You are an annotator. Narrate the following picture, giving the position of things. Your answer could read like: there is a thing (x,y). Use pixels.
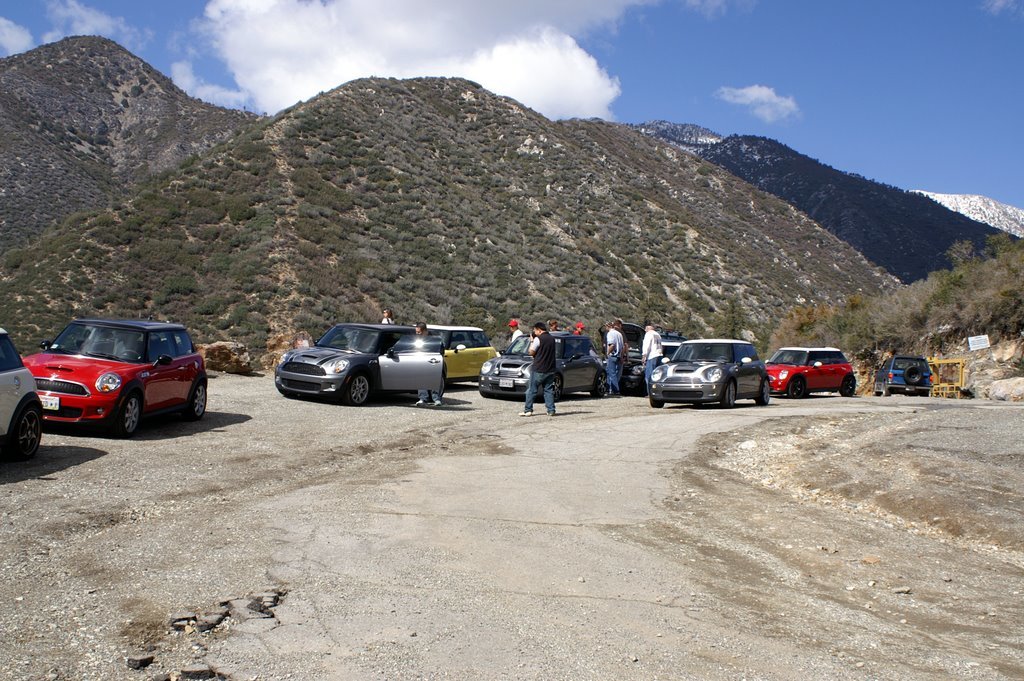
In this image we can see some cars (687,373) parked on the road (615,425). We can also see few people (651,336) standing. In the background (171,237) there are hills (543,209) and also mountains (991,212). Sky (847,71) is also visible with clouds (456,58).
